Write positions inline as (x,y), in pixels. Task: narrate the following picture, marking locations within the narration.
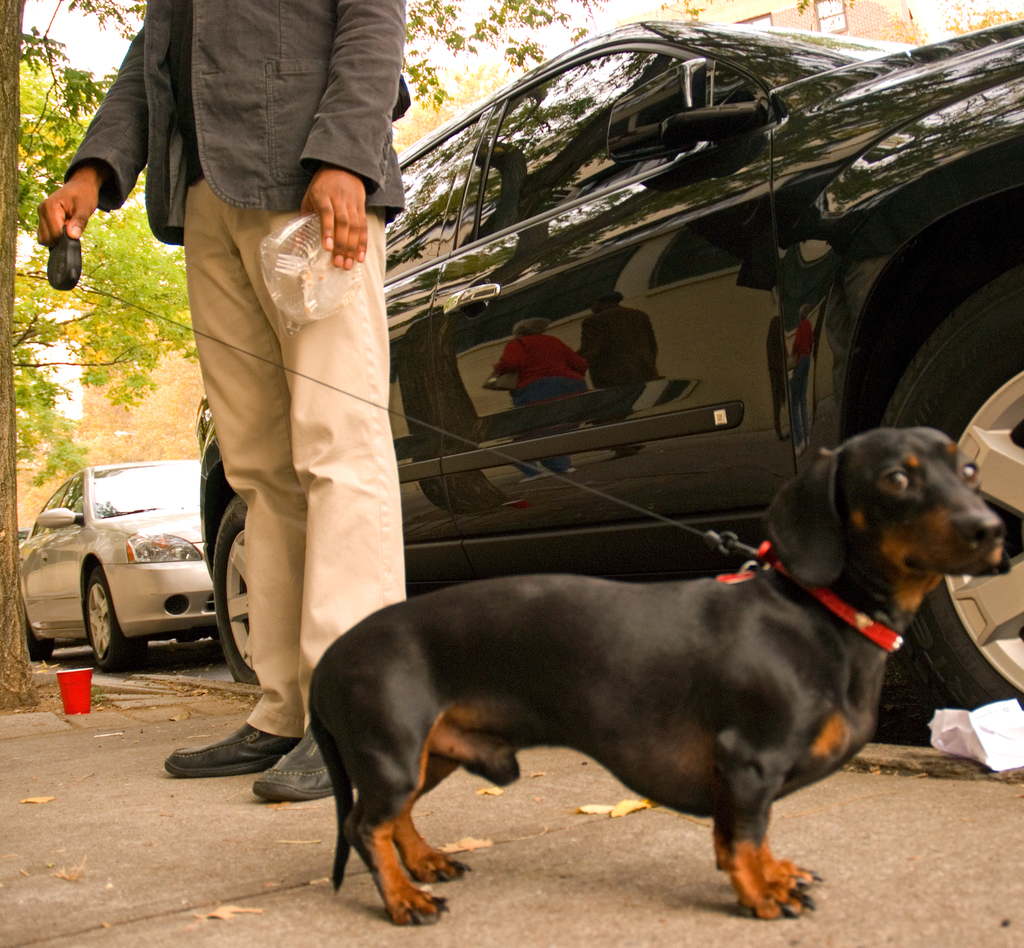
In this picture there is a black dog (710,643) standing on the road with a man (213,359) catching it with a wire (58,272). In the background (573,489) we observe two cars (412,451).
